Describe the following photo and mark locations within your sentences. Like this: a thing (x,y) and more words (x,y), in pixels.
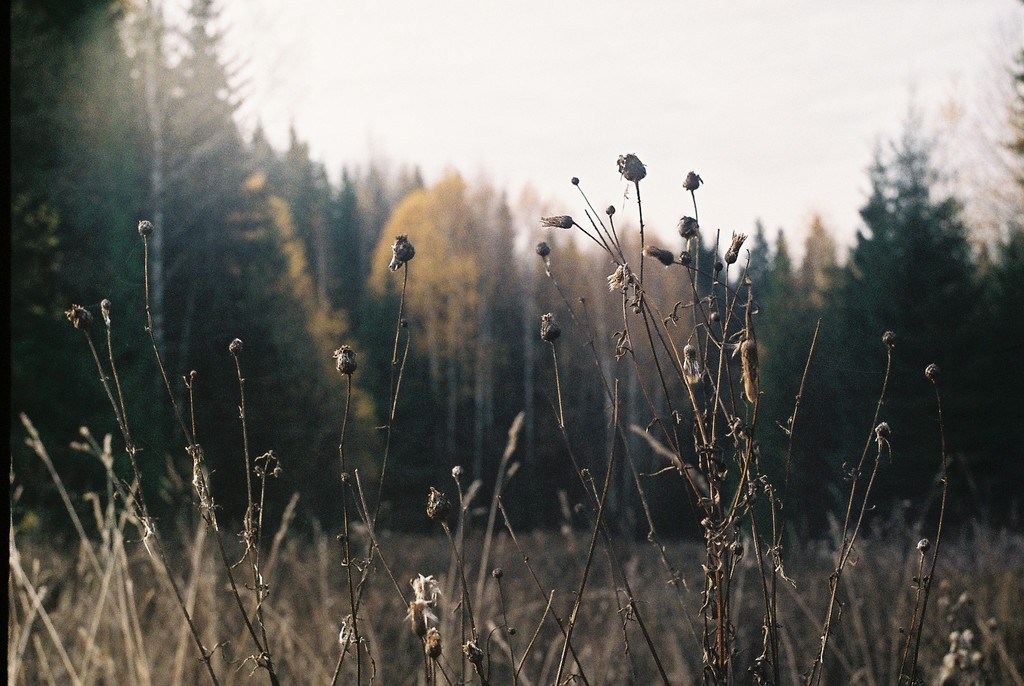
In front of the picture, we see the dry plants (603,511) and dry flowers (417,606). There are trees (433,298) in the background (676,391). At the top (610,85), we see the sky (591,133). This picture is blurred in the background (502,350).
